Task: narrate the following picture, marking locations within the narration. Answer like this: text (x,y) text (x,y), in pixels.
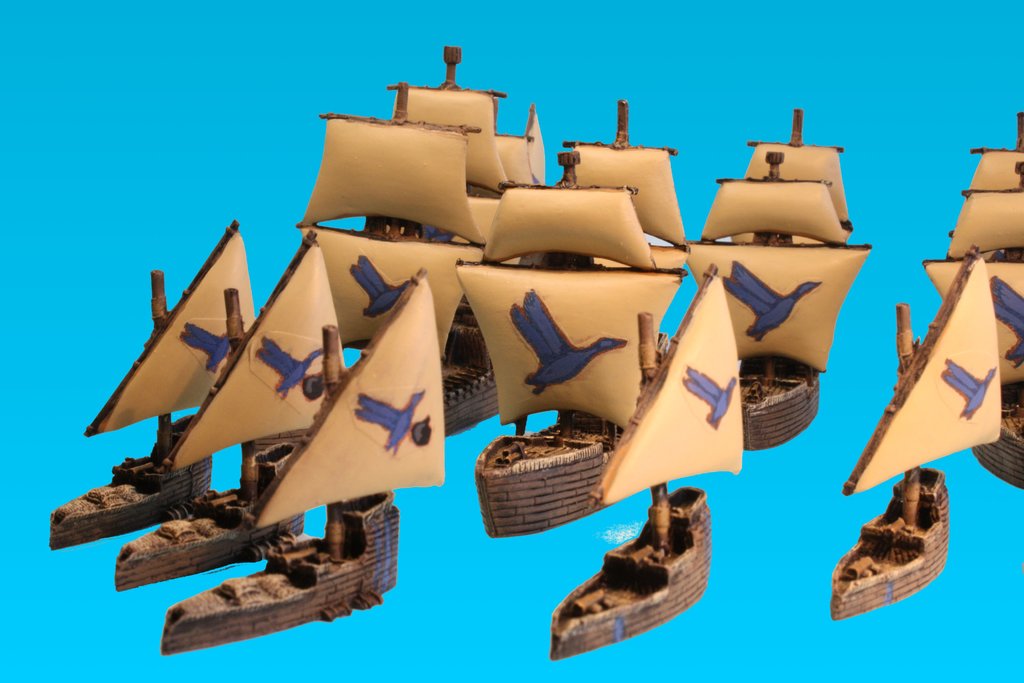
In this image I can see depiction picture where I can see number of brown colour things (433,384). I can also see blue colour in the background (302,651).
